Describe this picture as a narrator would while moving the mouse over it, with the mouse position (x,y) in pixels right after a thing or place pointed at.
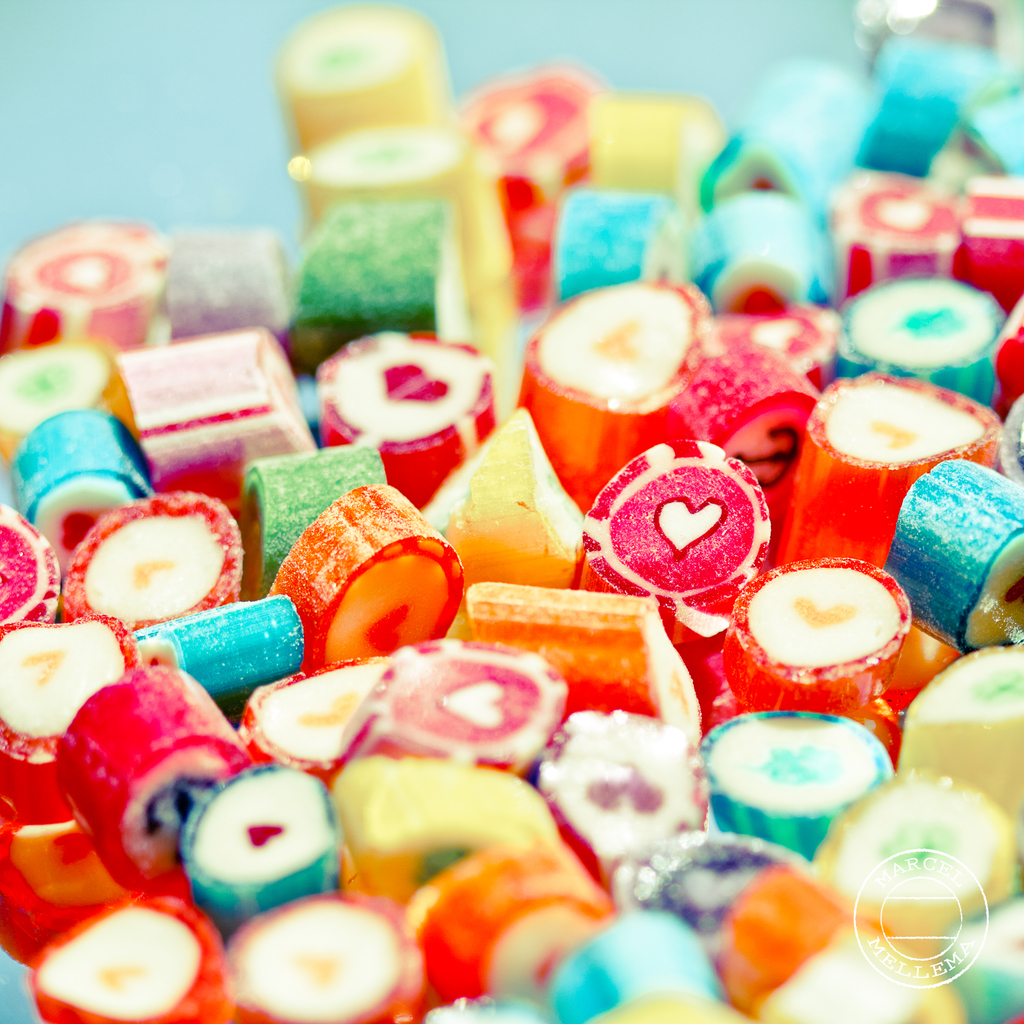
In the image we can see there are many candies (723,594) of different color.
